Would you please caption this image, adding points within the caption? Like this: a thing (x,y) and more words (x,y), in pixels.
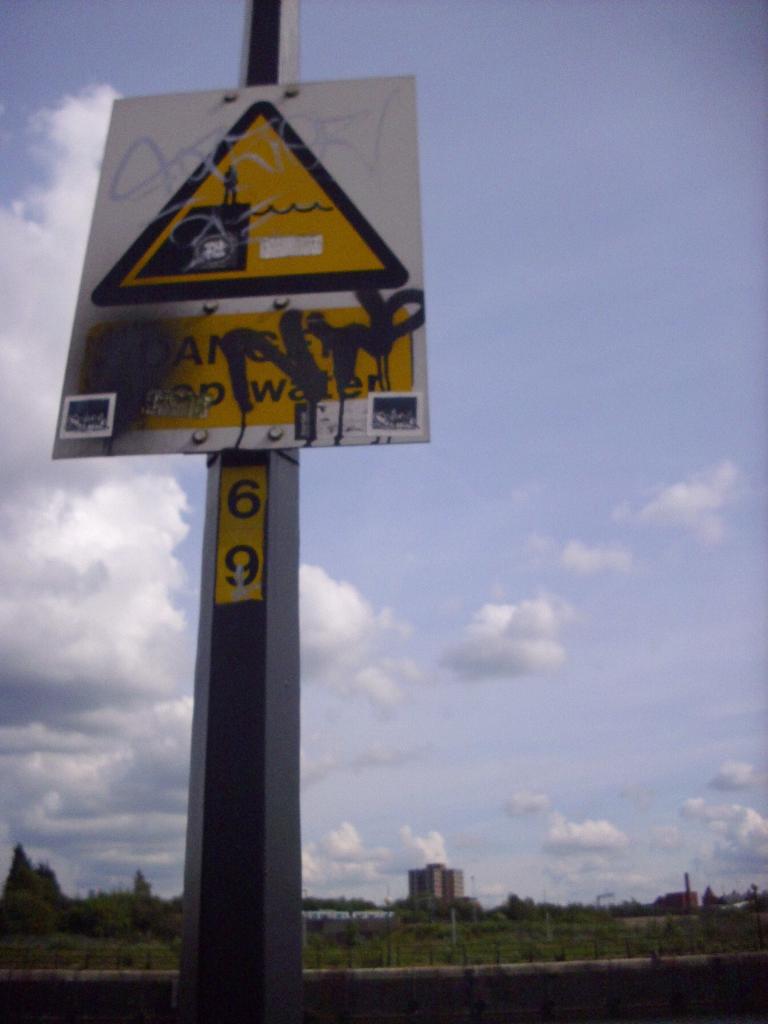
In the foreground of this image (297,389), there is a sign board (302,303) to a pole (258,773), In the background (416,898), there are trees (573,918), few buildings (436,881), the sky (492,594) and the cloud (330,621).
